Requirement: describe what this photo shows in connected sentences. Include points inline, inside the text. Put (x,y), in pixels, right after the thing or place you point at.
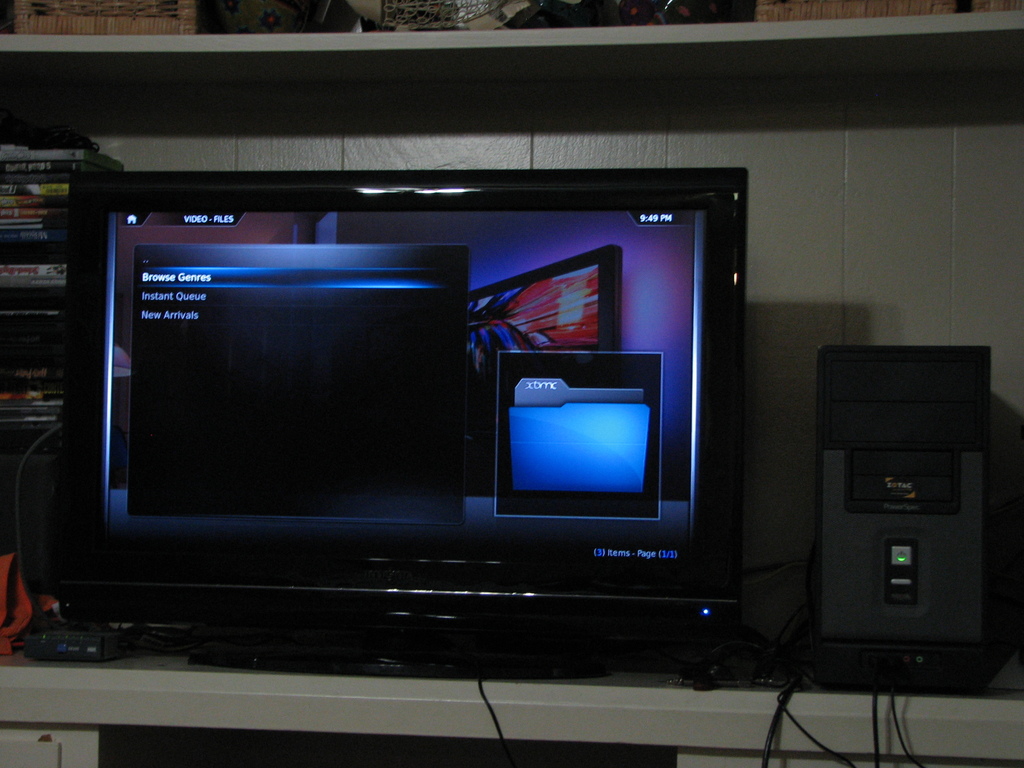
In this image I can see the system (317,456). To the side I can see the black color electronic gadget (866,505). To the left (54,273) there are books (32,247). These are on the white color table (464,685). In the top (339,22) I can see some objects (387,22) in the shelf (362,35).
